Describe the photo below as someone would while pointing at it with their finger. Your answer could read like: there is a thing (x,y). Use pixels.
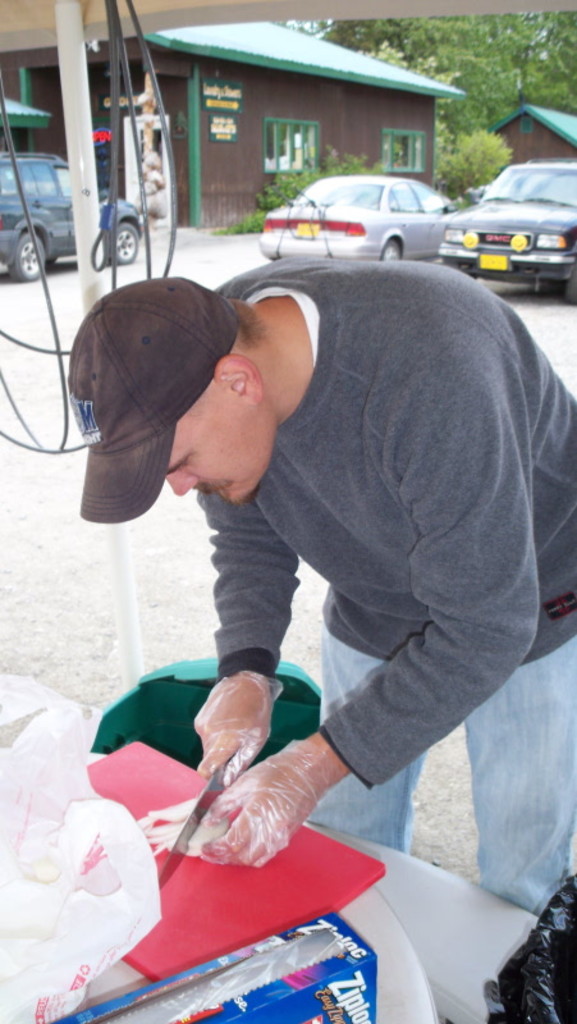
In this image we can see this person (576,575) wearing cap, grey color sweatshirt (411,551) and is standing here and holding a knife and cutting some objects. Here we can see few objects (195,952) are kept, we can see trash can (114,737), wires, few cars (22,210) parked here, wooden house (382,136) and trees (389,43) in the background (453,92).
